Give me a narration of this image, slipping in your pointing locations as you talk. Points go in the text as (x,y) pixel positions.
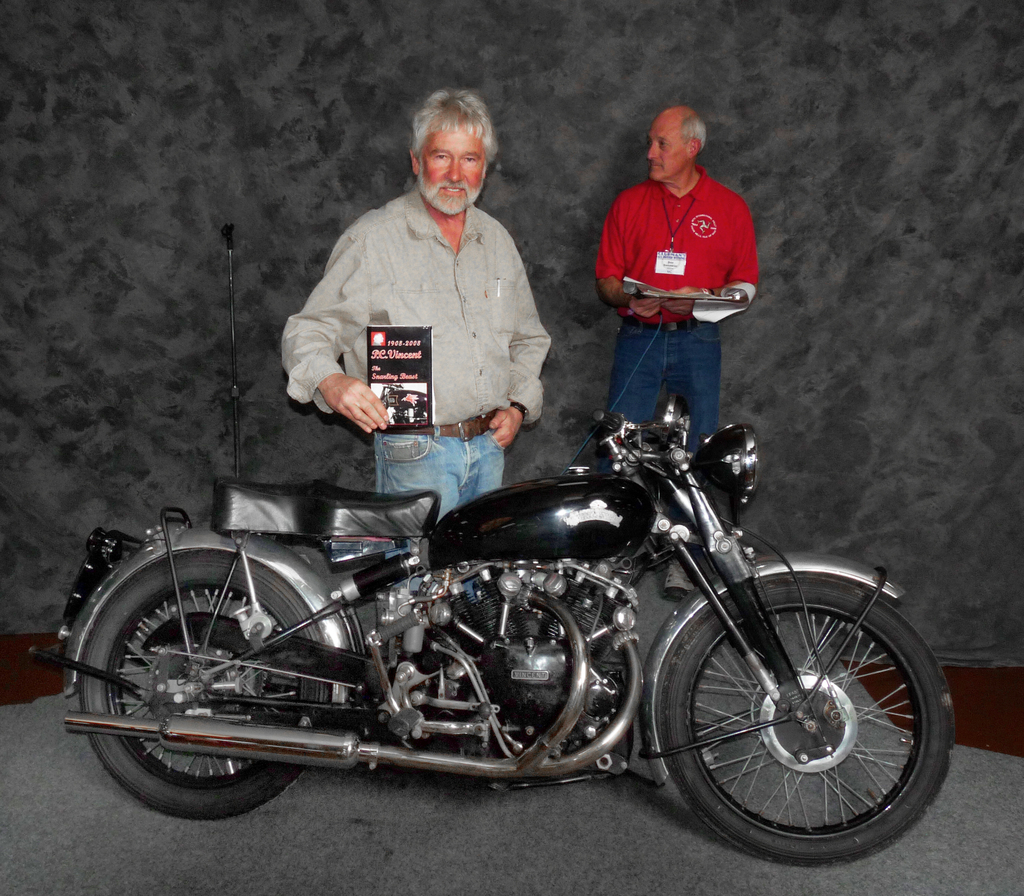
There is a bike (489,607) in the center of the image (624,523) and a man (372,316) behind the bike (433,615), by holding a pamphlet (400,424) in his hand (340,394). There is another man (712,248) by holding papers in his hands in the background area (612,270).
